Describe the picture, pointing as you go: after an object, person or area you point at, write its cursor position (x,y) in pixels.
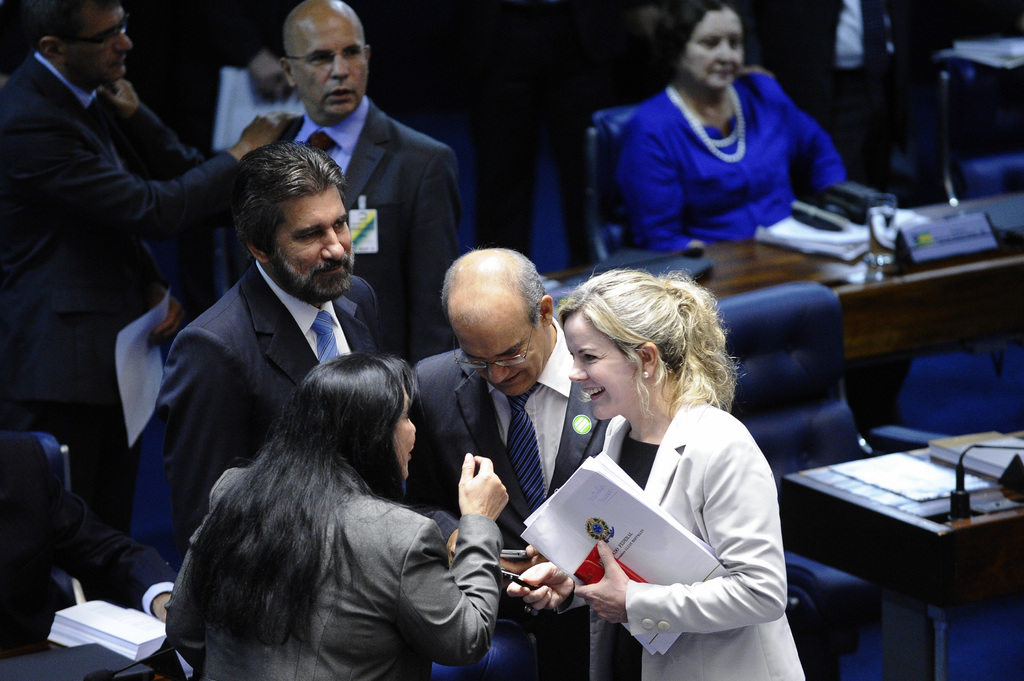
Few persons (192,437) standing and few persons (138,556) sitting on the chair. This person (627,668) holding book (550,535). We can see tables (872,340) and chairs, on the table (874,559) we can see microphone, name boards (914,235) and things (923,469).
